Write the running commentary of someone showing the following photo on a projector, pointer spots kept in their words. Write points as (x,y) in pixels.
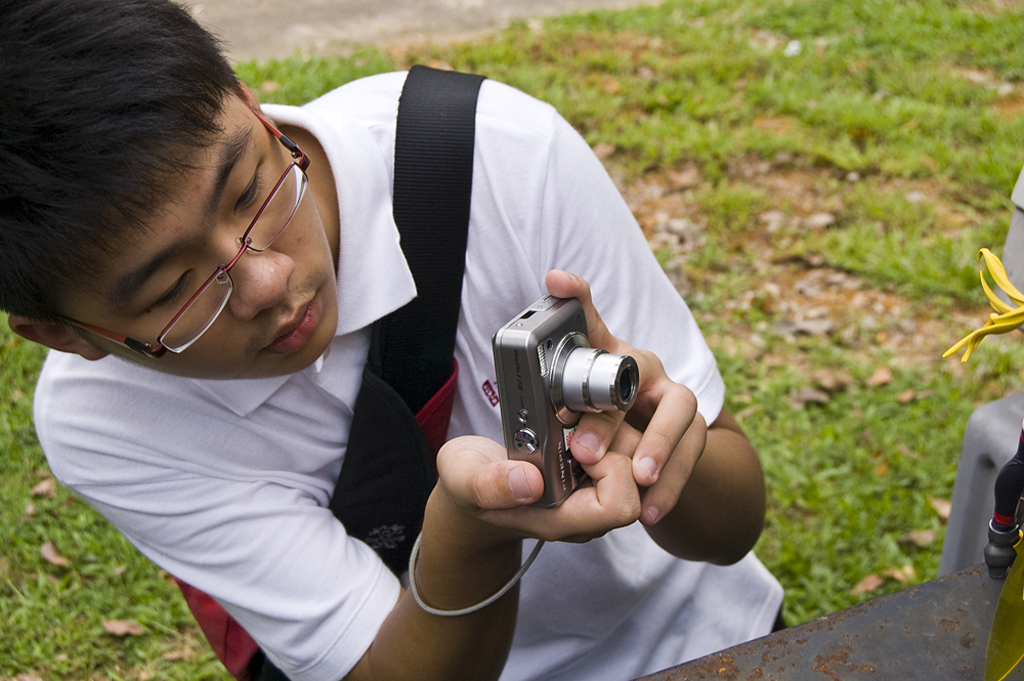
A boy (65,270) is taking picture with a camera (505,354) in his hand (642,359).
